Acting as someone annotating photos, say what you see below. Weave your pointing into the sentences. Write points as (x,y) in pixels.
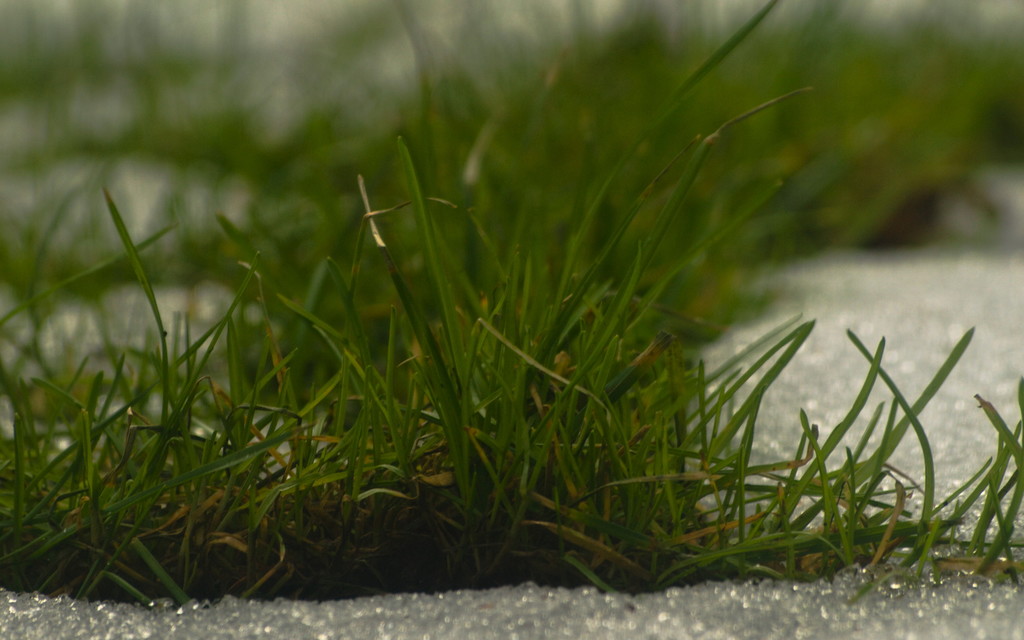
In this image I can see the green color grass (340,495) on the ground (413,619). The background (121,149) is blurred.
